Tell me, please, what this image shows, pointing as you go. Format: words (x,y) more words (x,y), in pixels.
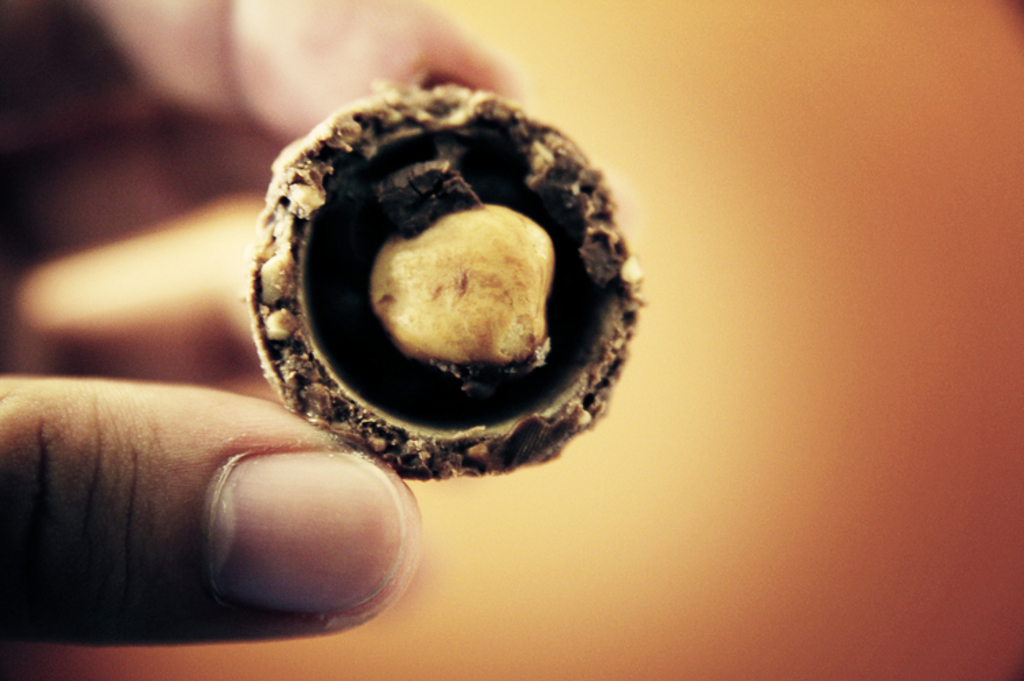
In this image, on the left side (172,150), we can see fingers (166,255) of a person (314,7) holding an object (612,383). On the right side (934,469), we can see orange color and yellow color.
